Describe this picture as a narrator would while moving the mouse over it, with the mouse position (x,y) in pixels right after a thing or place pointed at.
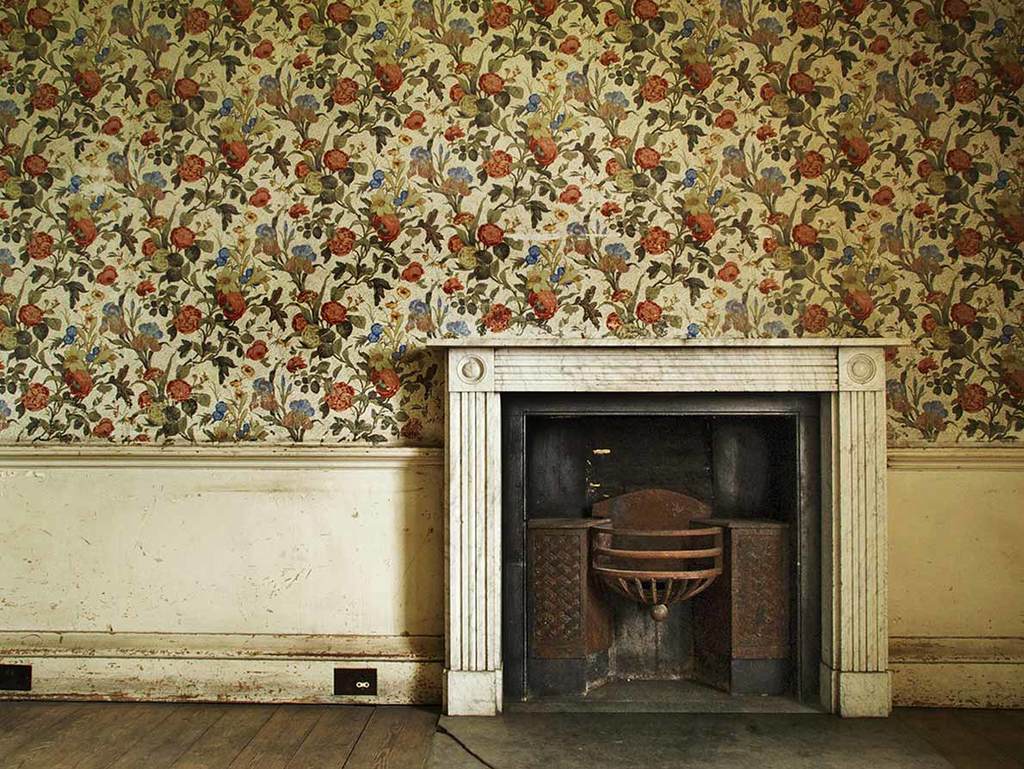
In this image we can see wall (314,396) with designs (475,237). On the wall (590,199) there is a box (597,437) with pillars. On the box (805,562) there are stands (554,559) and some other thing (656,567).
